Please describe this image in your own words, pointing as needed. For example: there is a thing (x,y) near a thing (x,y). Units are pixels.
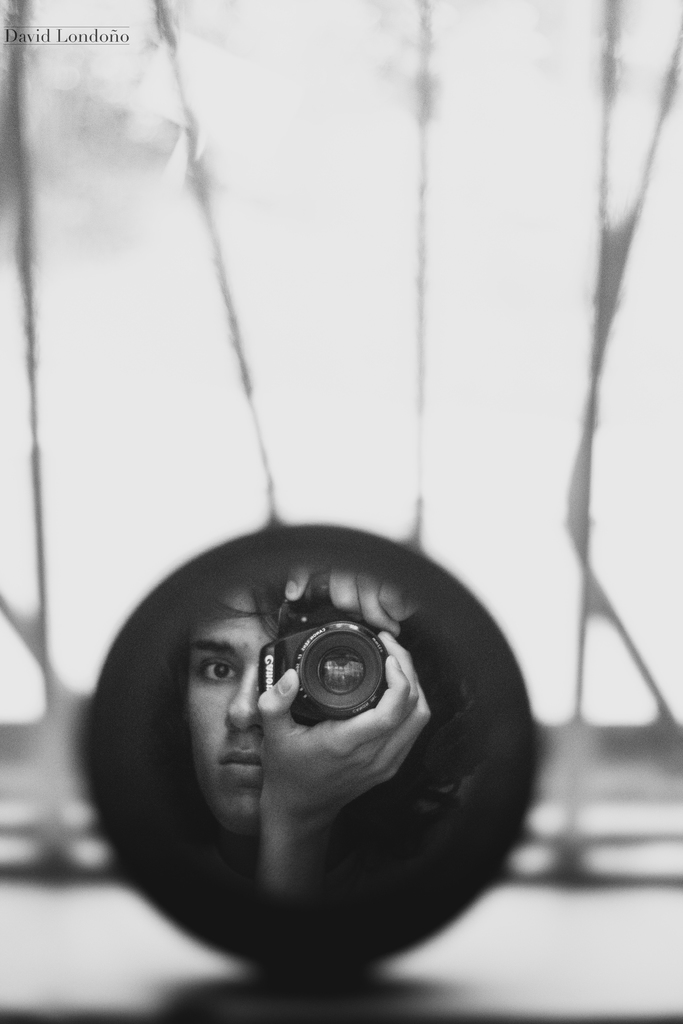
In this image, we can see a person (264,757) holding a camera (328,693) inside the circle (343,569).
